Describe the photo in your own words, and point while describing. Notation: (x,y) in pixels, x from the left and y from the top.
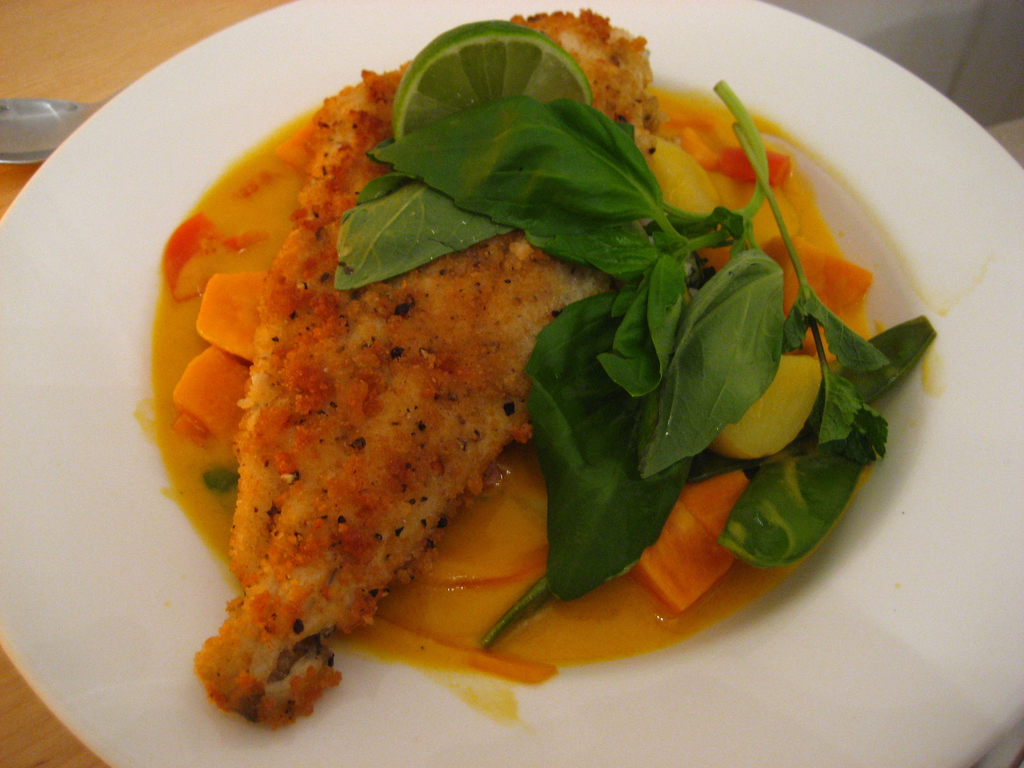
In this image we can see a serving plate (309,61) which consists of cooked fish (425,278) on it.
